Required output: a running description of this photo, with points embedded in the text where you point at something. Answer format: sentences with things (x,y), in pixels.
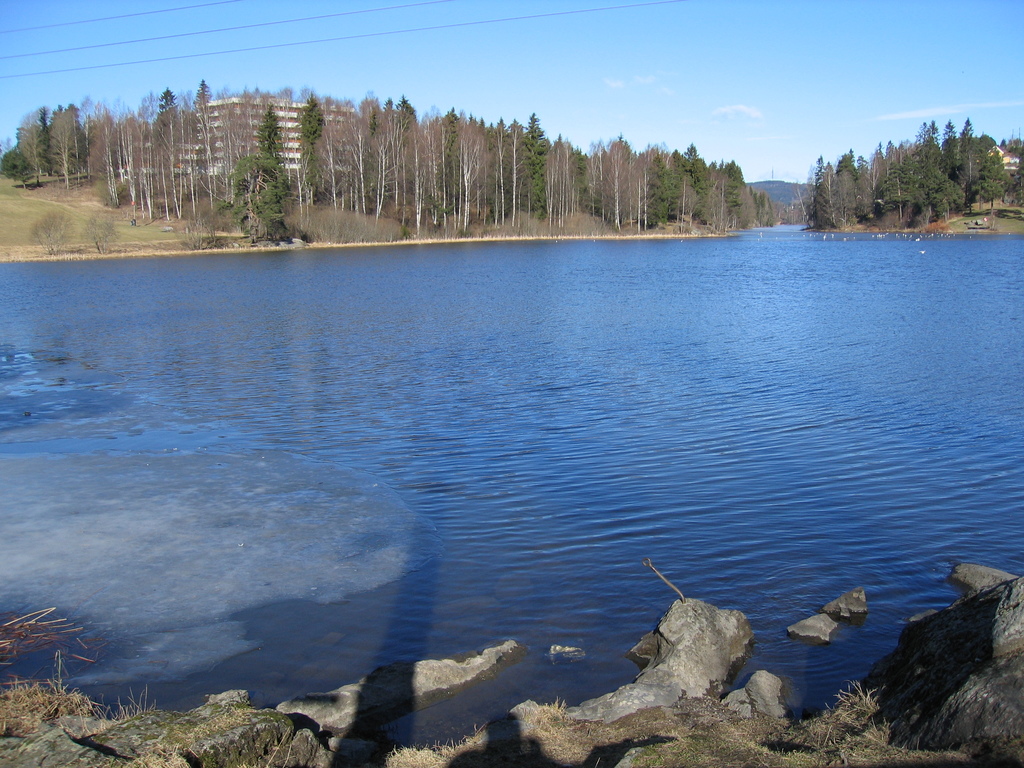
This picture might be taken from outside of the city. In this image, on the right corner (1019,643), we can see some rocks (998,577), trees (1021,197). On the left side (221,179), we can also see some trees (359,177), buildings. In the middle of the image (681,293), we can see some rocks (233,707) and water (863,435) in a lake (739,415). In the background (765,187), we can also see some mountain (785,188). At the top (813,40), we can see a sky (880,66).
